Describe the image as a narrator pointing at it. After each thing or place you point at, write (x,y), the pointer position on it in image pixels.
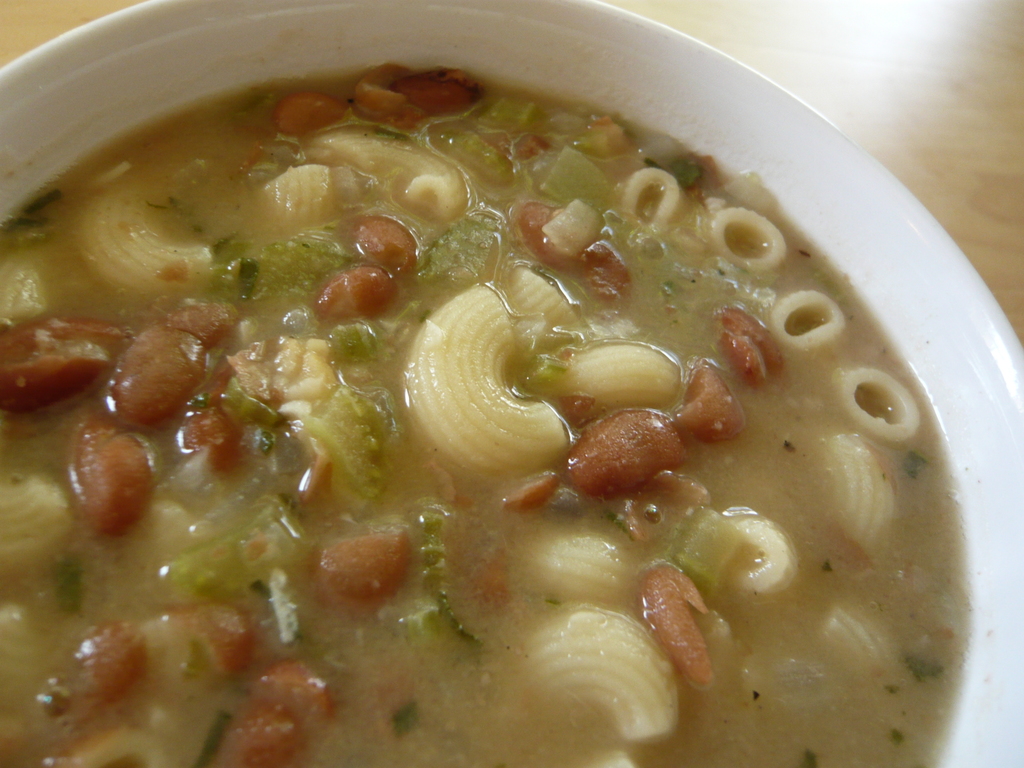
In this picture I can observe some food (136,365) in the white color bowl (416,61). The food (444,393) is in yellow and red color. This bowl (99,101) is placed on the brown color table (864,88).
